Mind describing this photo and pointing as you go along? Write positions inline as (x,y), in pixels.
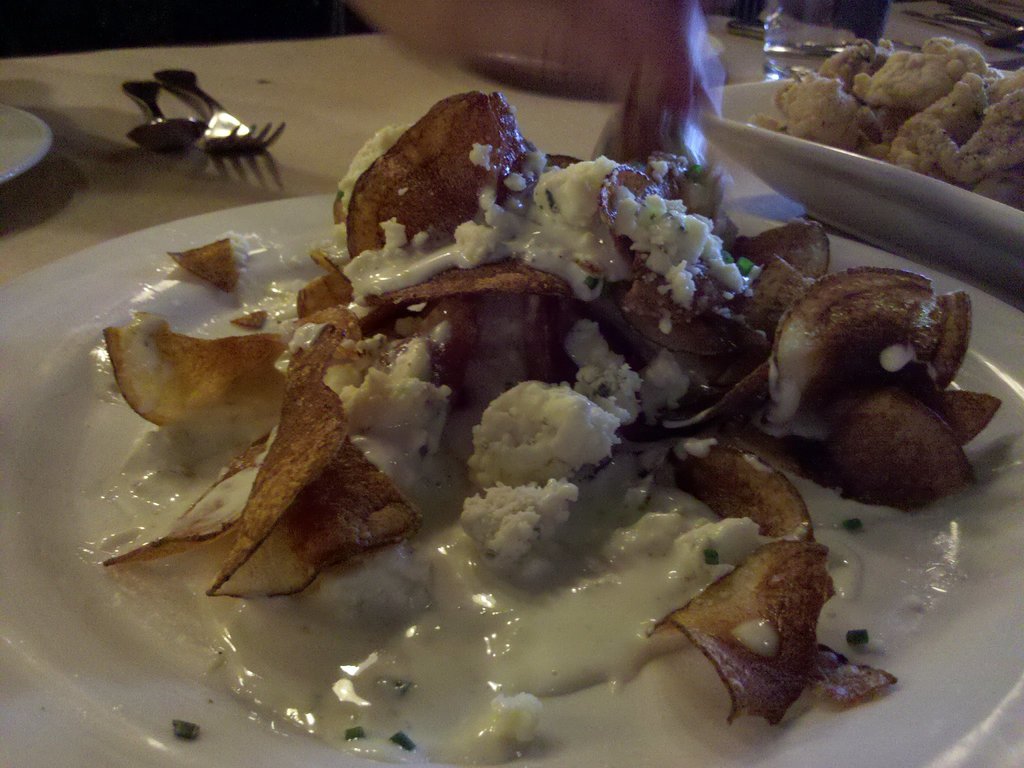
In this image I can see few plates (66,592), spoons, a glass (878,5), a fork (224,151) and in these plates (999,230) I can see different types of food (530,401).
